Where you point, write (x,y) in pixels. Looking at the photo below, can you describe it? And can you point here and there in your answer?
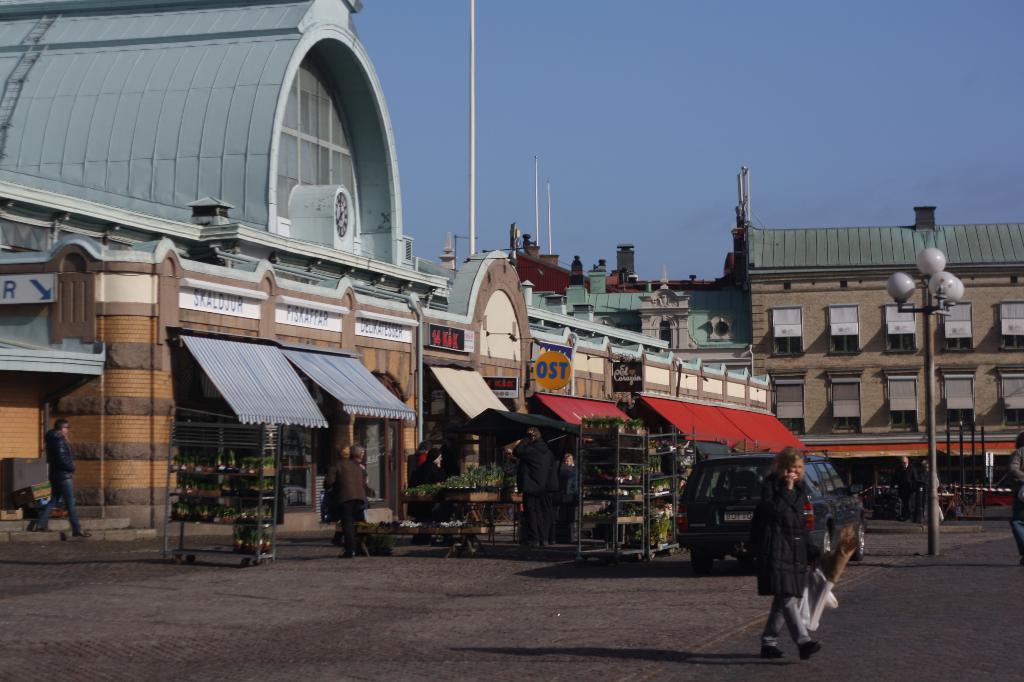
There is a person (764,588) walking and holding an object (838,562). We can see car (717,479) on the surface (571,665). There are people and we can see lights (943,293) on pole (934,457). We can see buildings (497,294), poles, stores (398,487) and sky (702,105).
